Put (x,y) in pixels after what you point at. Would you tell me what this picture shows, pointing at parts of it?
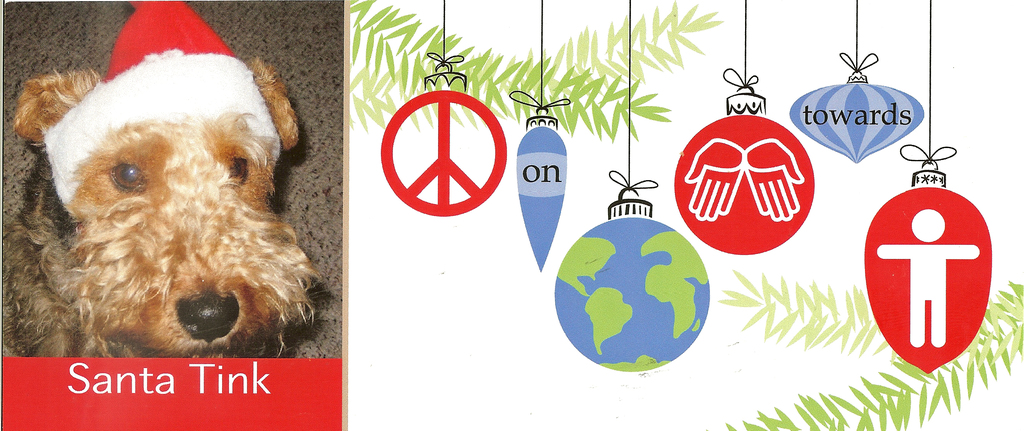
Here this picture looks like a Christmas greeting card. On the right side (926,374) we have different shapes (692,296) and symbols (556,147) hanging & on the left side (151,49), we see a dog (148,209) wearing a santa claus cap (161,59).
